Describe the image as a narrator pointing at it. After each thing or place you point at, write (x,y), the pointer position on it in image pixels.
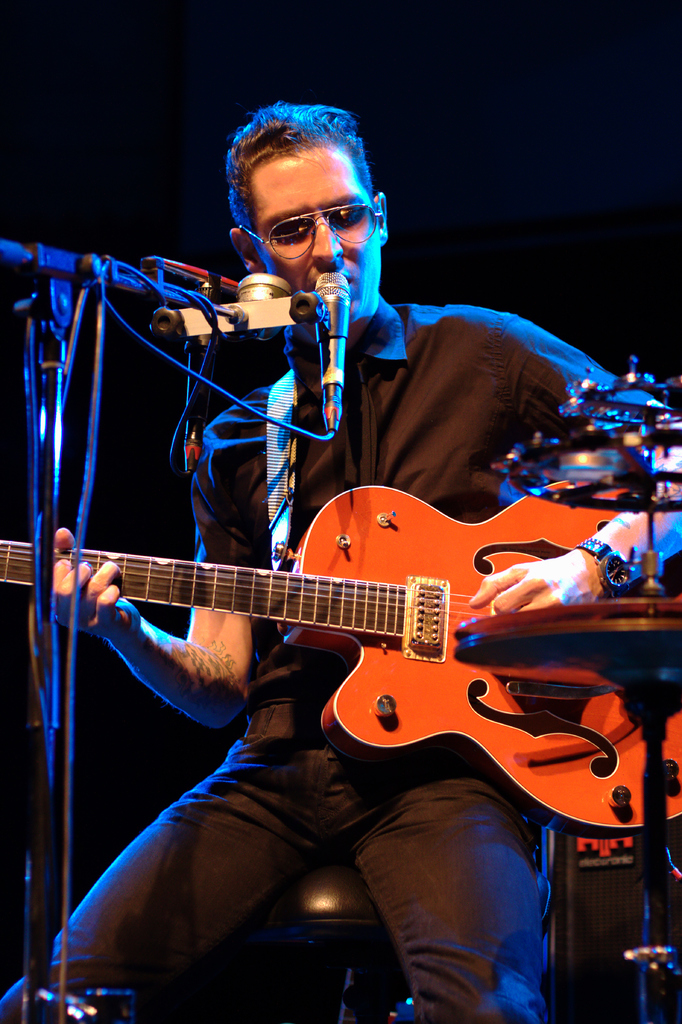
In this image i can see a person (320,672) holding a guitar (409,542) and a microphone (332,365) in front of him.
